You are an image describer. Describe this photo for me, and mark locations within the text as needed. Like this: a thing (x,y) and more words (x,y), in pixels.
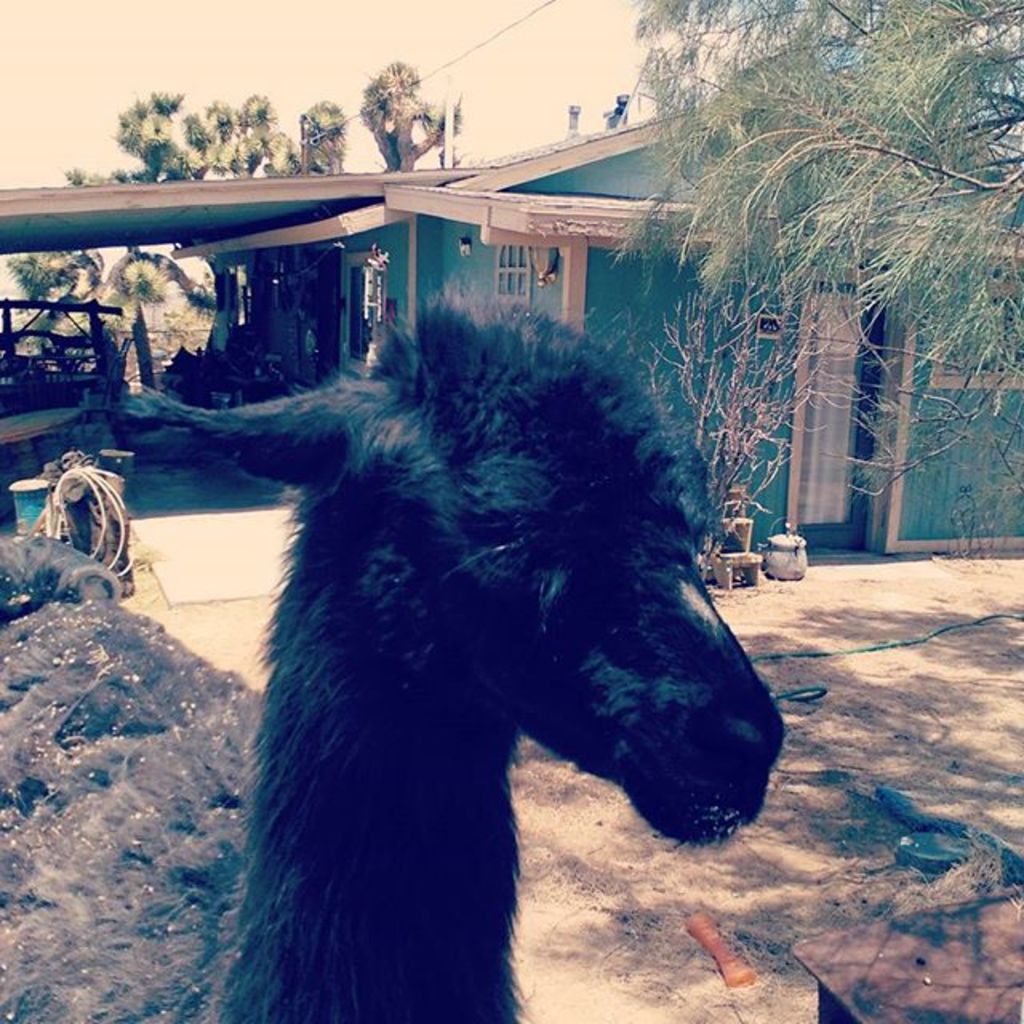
In this image I can see an animal (453,730) which is in black color. To the right (852,978) I can see the brown color table (918,968). In the background (82,535) I can see the ropes (54,494) and some objects (74,492). I can see the house (492,287). To the side of the house (308,194) I can see many trees (957,288). In the background (317,86) I can see the sky (430,58).
